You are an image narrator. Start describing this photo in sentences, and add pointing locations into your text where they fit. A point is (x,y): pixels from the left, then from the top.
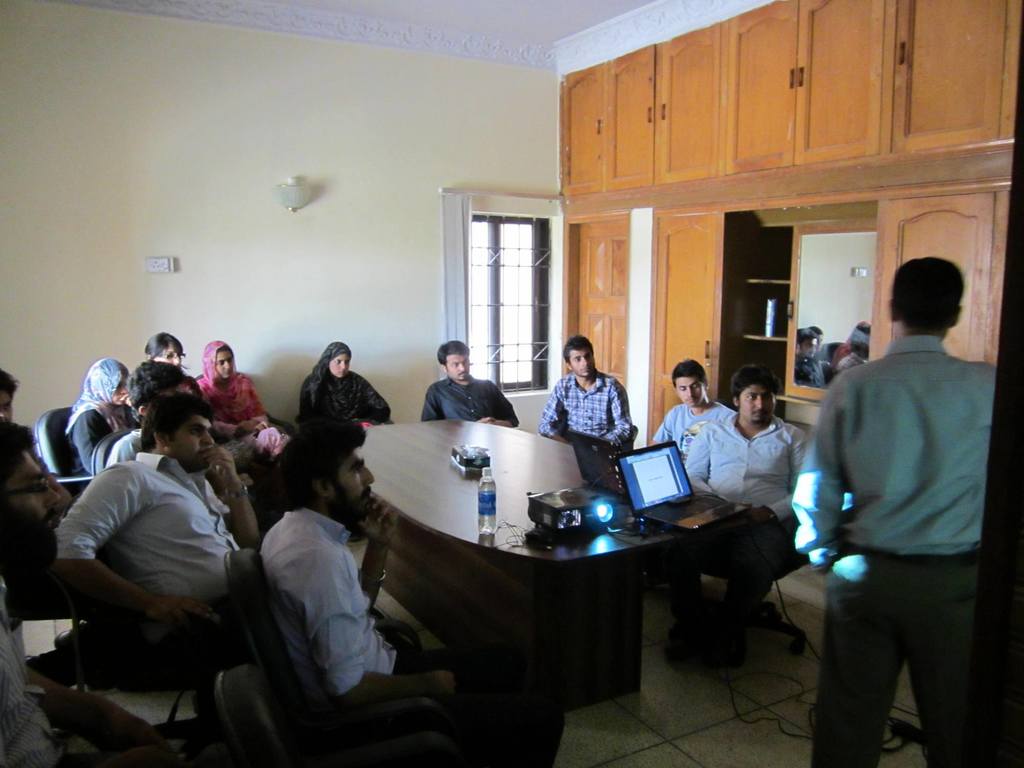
In the image we can see group of persons (106,387) were sitting around the table (644,535). On table (494,461) we can see tab (677,496), water bottle (482,507) etc. In the front (868,514) right we can see one man (907,441) standing. Coming to the background (336,193) we can see wall (421,244), cup board (757,123), mirror (812,336), window (500,330) etc.
